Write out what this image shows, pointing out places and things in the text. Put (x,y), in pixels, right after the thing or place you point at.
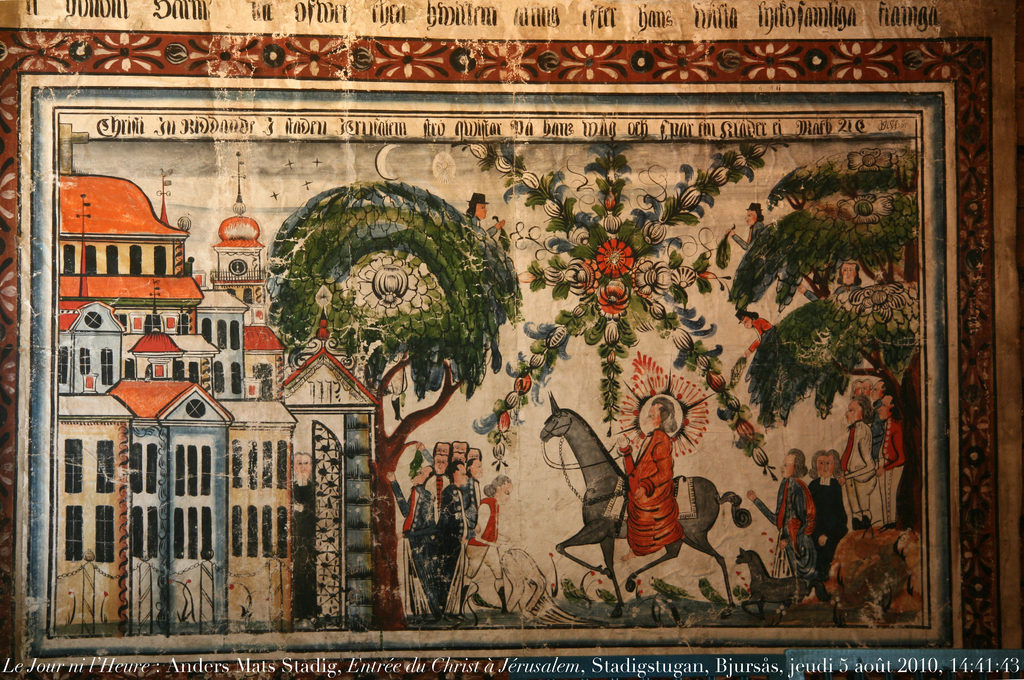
In this image we can see the painting (342,451). In the painting (118,388) we can see the house (118,388) on the left side (295,439). Here we can see a person (642,477) sitting on a horse (617,533). Here we can see few persons (425,477). Here we can see the trees (461,230).
